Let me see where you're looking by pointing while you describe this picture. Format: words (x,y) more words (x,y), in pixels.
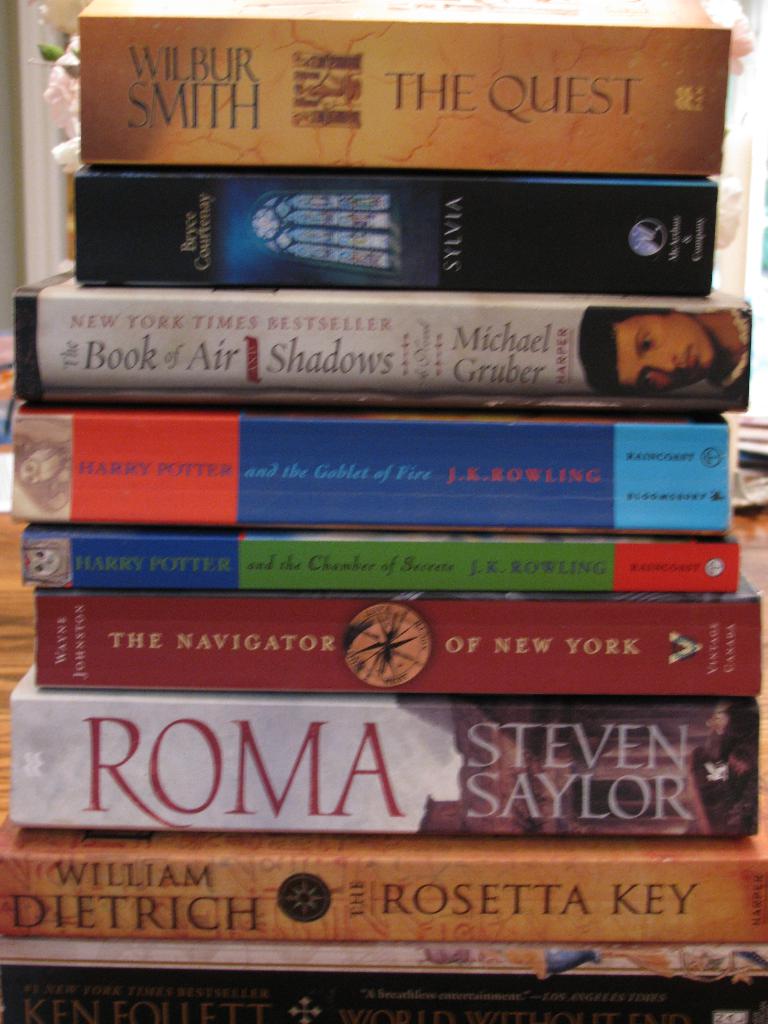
In this picture we can see few books (454,433) and we can find some text (98,733).
